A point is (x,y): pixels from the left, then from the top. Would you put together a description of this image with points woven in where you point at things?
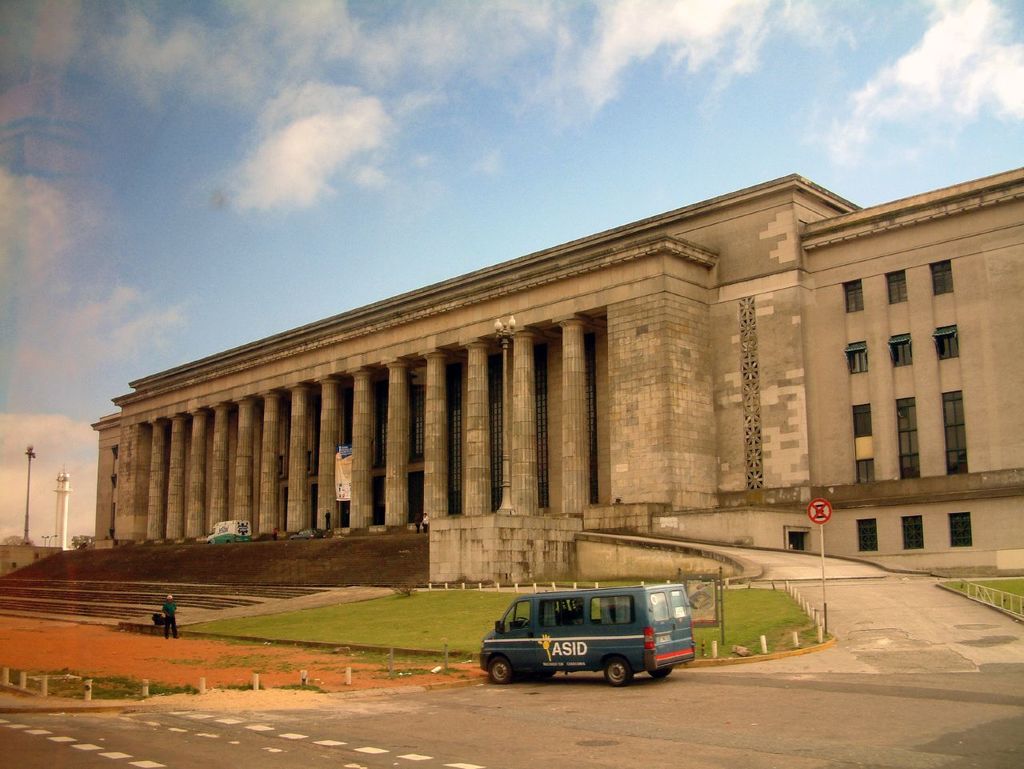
In the picture we can see road (546,729), there is a vehicle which is parked, there is a person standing and in the background of the picture (398,581) there is building (459,338) and top of the picture (221,100) there is cloudy sky (273,82).
